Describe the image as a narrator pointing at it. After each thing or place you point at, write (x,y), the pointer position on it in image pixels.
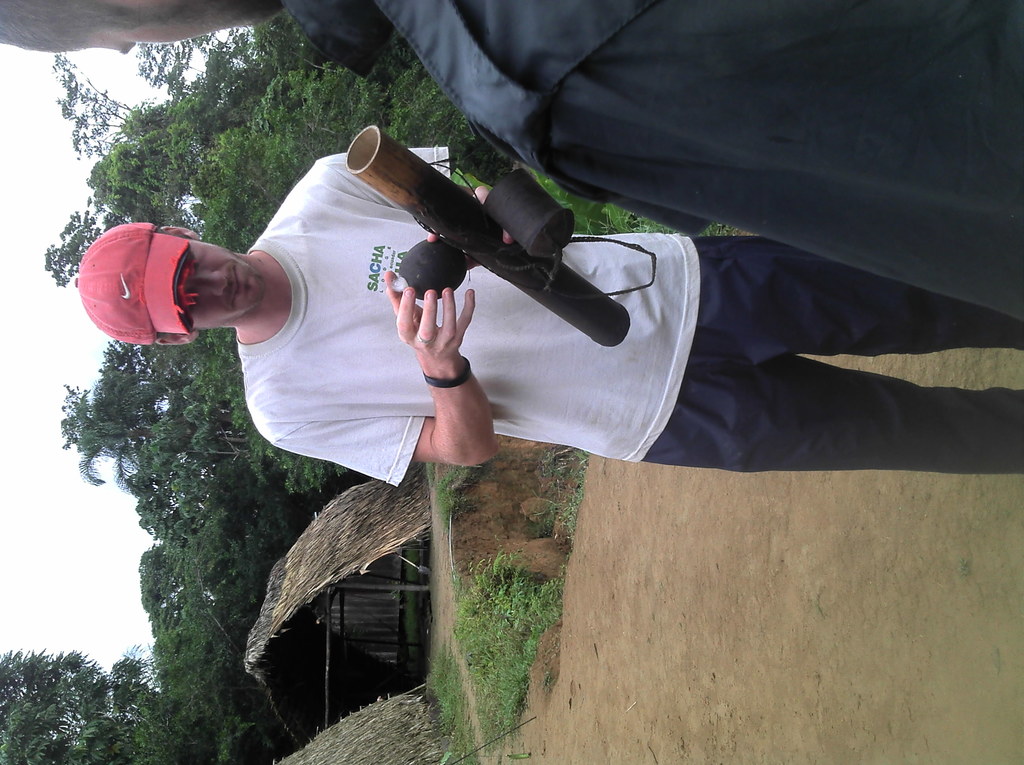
Here we can see two persons (583,391) and he is holding an object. In the background (381,738) we can see huts (304,701), grass (463,734), trees (236,440), and sky (107,601).
